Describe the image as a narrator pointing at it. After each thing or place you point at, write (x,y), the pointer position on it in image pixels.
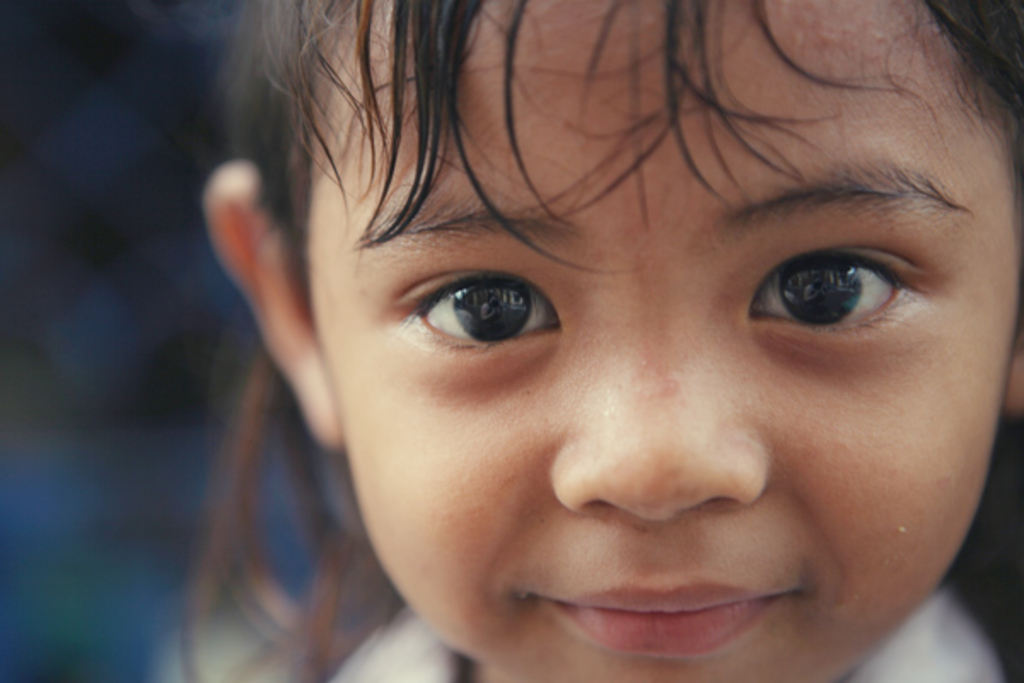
In this picture there is a girl (670,642) who is wearing white dress (915,663). She is smiling. In her eyes (461,298) we can see the woman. On the left (144,94) we can see the blur (103,146).
